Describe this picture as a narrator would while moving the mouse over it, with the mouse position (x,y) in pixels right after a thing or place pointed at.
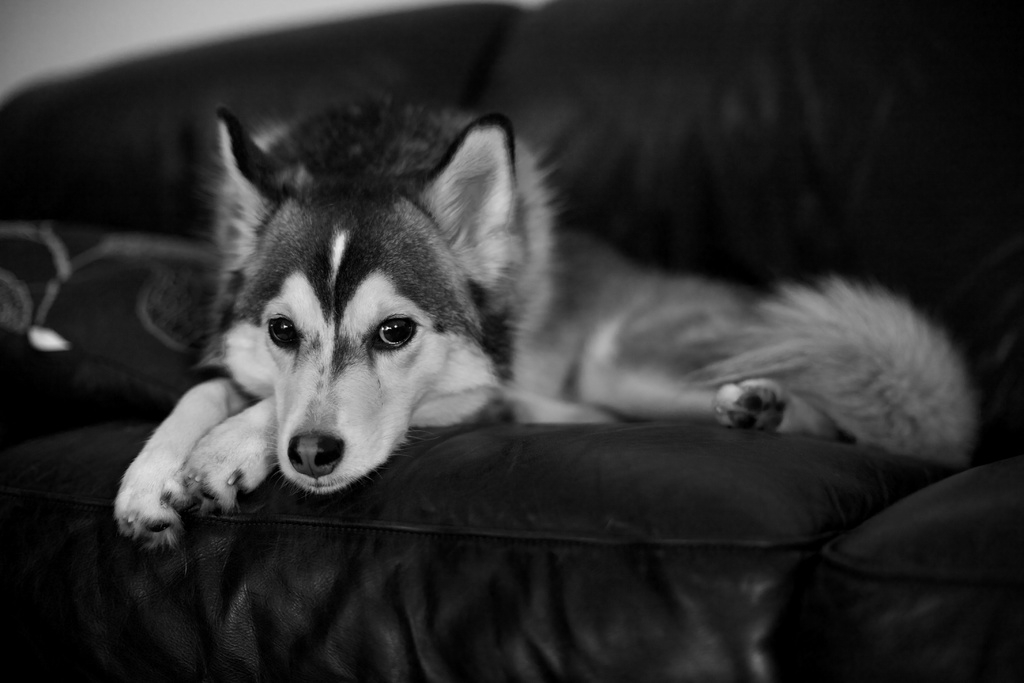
In this picture I can see a dog (403,221) which is on a couch (236,651). I see that this is a white and black color picture.
